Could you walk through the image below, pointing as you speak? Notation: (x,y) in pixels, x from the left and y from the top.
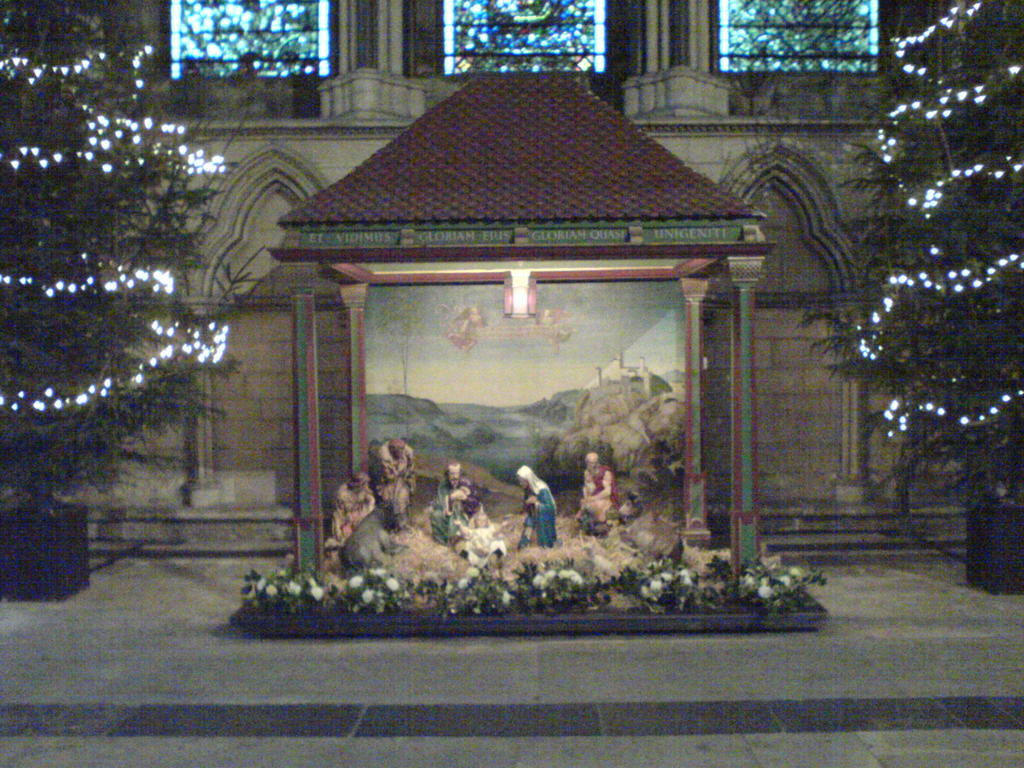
In the foreground of this picture (719,264), there is a hut (427,231) under which few sculptures (437,506) of persons (401,470) are present. There are plants (530,603) around it. On the right (981,288) and left side of the image (58,120), there is a tree (53,80) and lights (61,70) to it. In the background (669,28), there is a glass window (748,28) and a wall (774,185).
